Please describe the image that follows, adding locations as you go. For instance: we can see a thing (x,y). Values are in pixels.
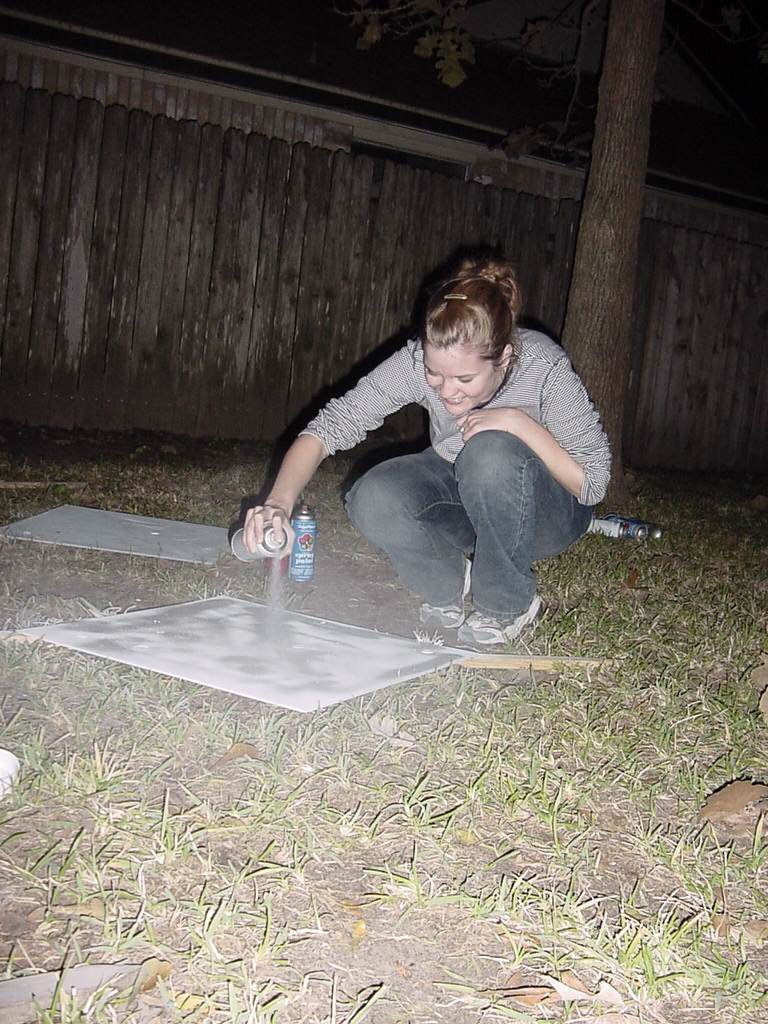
In this picture I can see a woman (488,551). The woman (481,491) is in squat position and holding some object (264,552) in the hand (272,513). On the ground (349,770) I can see some objects (303,696), bottle (645,533) and grass (472,848). In the background (484,228) I can see a tree (609,241) and a fence (269,240).
